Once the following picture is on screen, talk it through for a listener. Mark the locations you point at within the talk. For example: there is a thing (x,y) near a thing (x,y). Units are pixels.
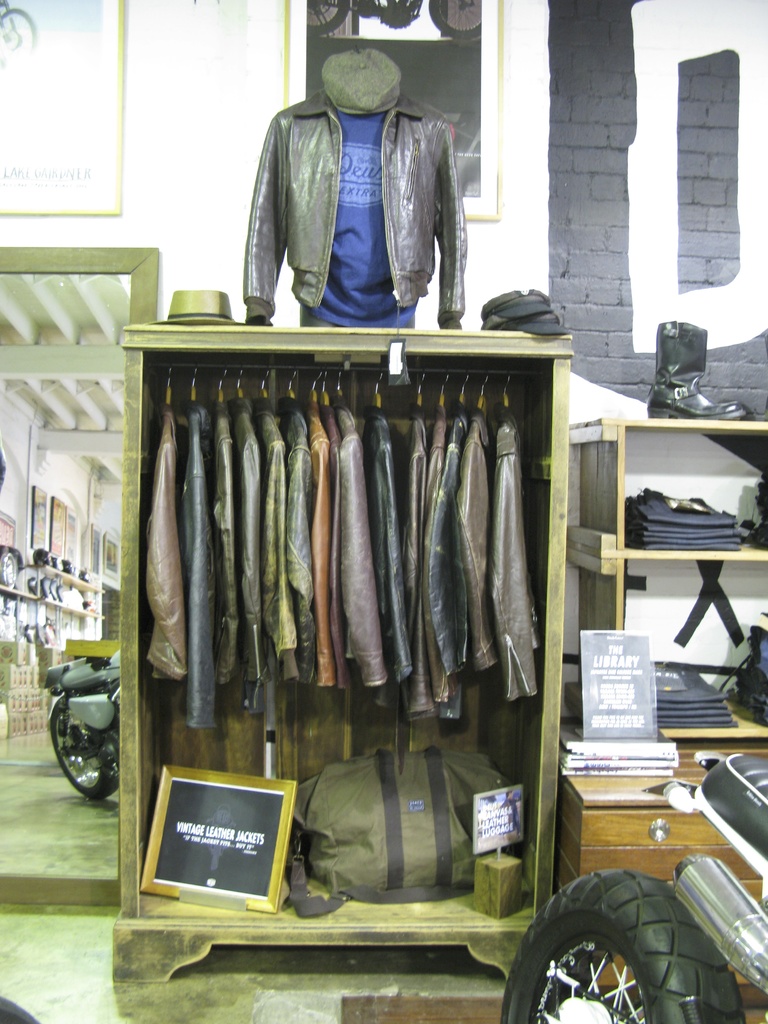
In this picture I can see some coats (324,635) are in a shelves (622,569) and some coats (220,578) are hanged to the hanger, side there is a mirror (0,579) placed.
